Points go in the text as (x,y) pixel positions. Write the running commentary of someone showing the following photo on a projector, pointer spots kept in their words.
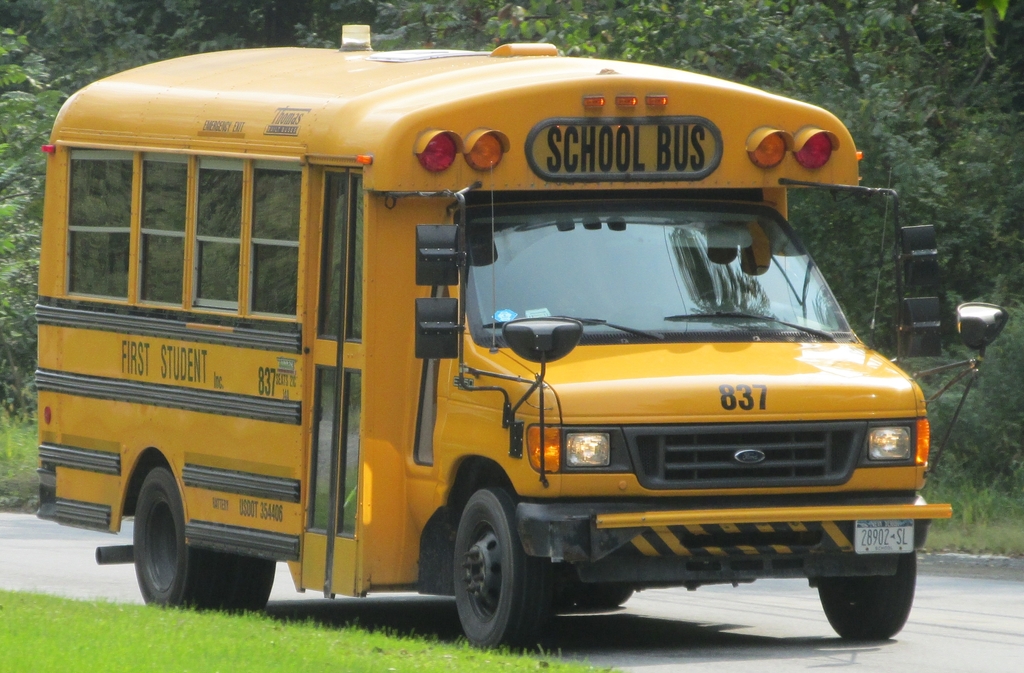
In this image there is a school bus (498,369) on the road (943,584). In the background (695,64) there are trees (783,55). At the bottom (175,630) there is grass (183,661).
